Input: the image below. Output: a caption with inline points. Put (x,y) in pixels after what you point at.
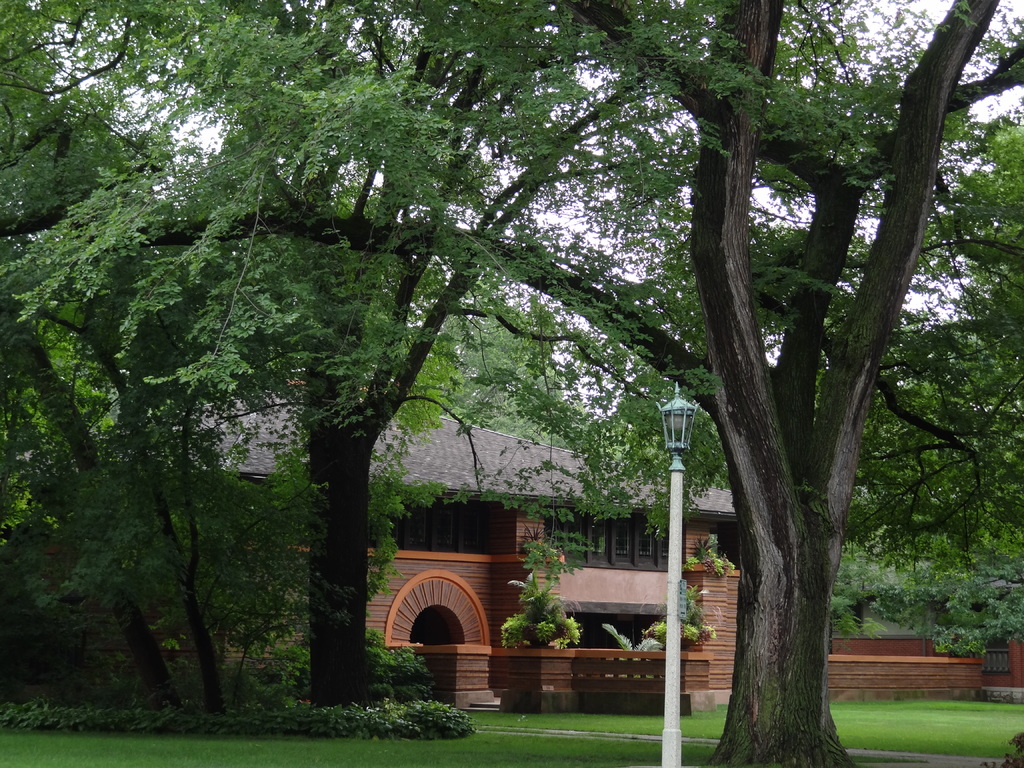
This picture is clicked outside. In the foreground (540,729) we can see the green grass (483,747), plants (64,708), lamp post (675,633) and we can see the trees (386,577) and a house (616,595). In the background (557,194) we can see the sky (556,222) and some other objects (1002,670).
